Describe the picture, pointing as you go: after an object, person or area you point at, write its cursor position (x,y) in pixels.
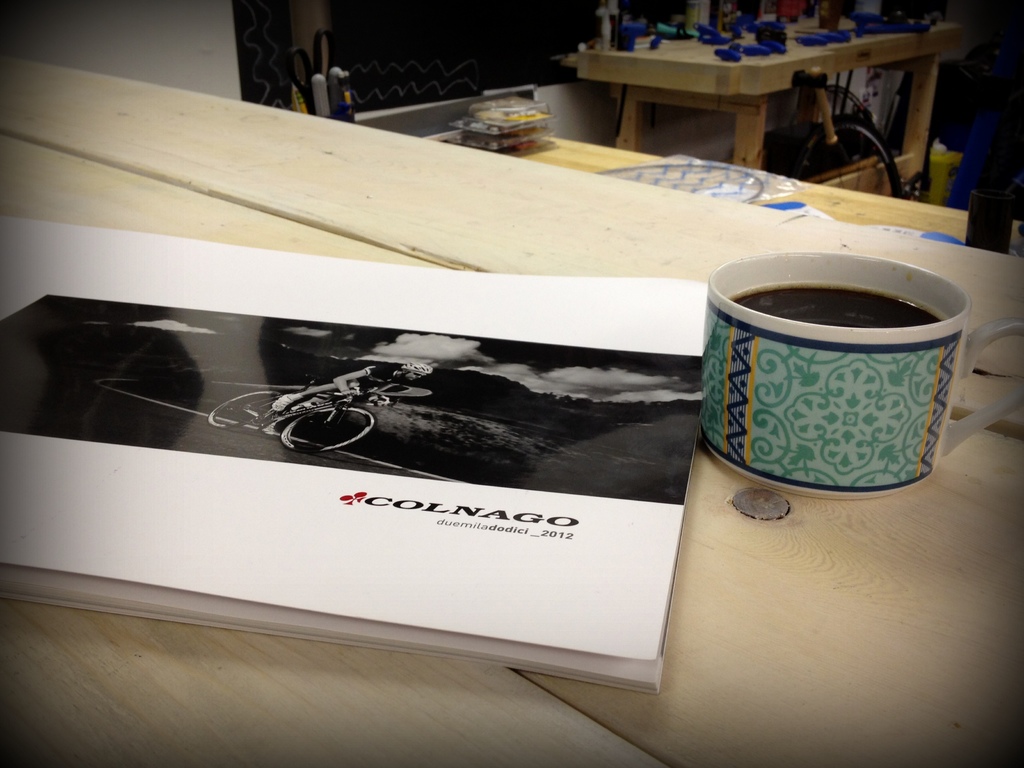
On the table (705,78) we can see scissors (305,56), markers (336,84), one box (523,148) and here we can see a wheel (856,132) under the table (847,57). There is a book (611,559) and a cup (939,420) of drink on the table (420,265).
